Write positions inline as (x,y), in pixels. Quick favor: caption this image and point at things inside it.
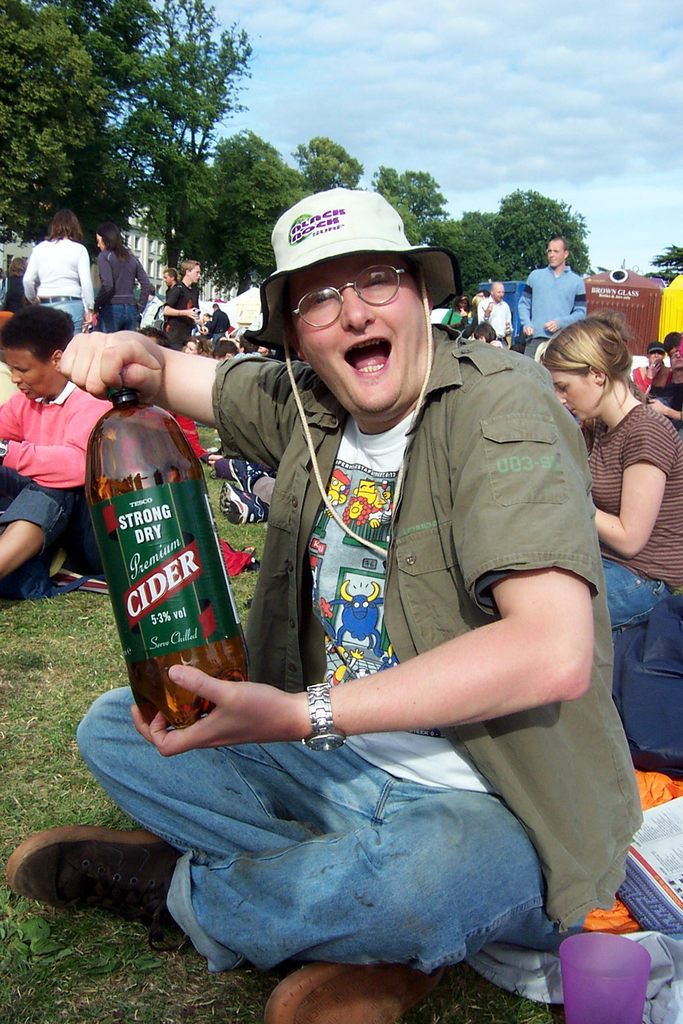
A man (456,526) with grey shirt (461,476) and white t-shirt (377,450) is holding a bottle (115,519) in his hand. He kept a cap (337,234) on his head (333,281). He is wearing a spectacles (319,295). He is sitting on a grass (28,739). Behind him there are some people (619,408) sitting on a grass (27,749) and some people (108,281) are standing. On the top (540,137) there is a cloudy sky (421,87) and there are some trees (86,68).
